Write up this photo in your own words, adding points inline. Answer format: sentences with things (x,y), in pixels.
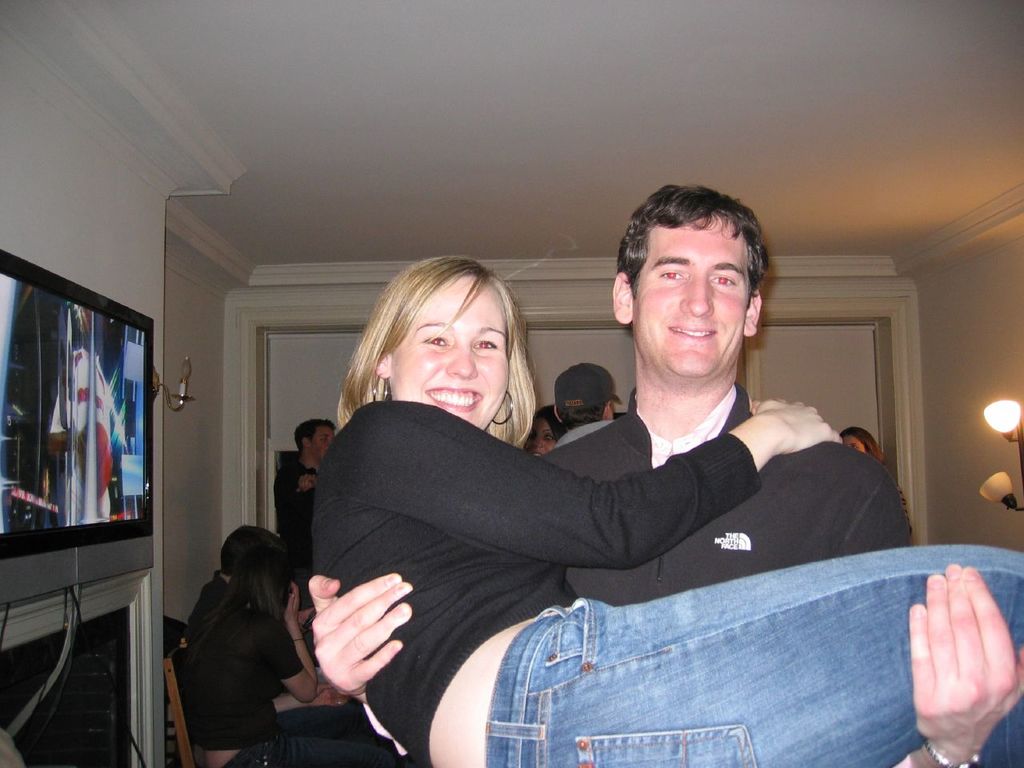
In this image I can see two persons (642,569). In front (486,570) the person (493,554) is wearing black shirt (474,559) and blue pant (591,635). Background (208,497) I can see few persons (243,582), some are sitting and some are standing and I can also see the television (114,443), few lights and the wall (938,454) is in white color.
